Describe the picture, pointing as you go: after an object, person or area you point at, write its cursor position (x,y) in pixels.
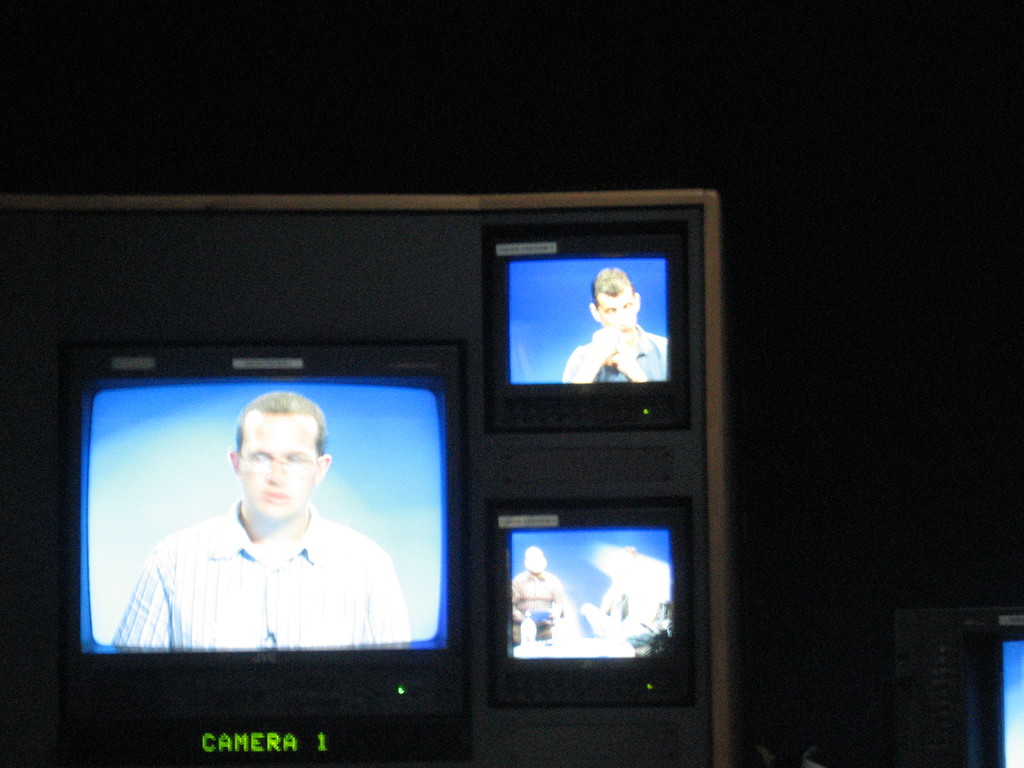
In this image, I can see a set of televisions (501,539) in a box (359,736). At the bottom of the image (327,738), I can see words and a number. At the bottom right side of the image (907,698), there is an object (928,653). The background (173,144) is dark.
